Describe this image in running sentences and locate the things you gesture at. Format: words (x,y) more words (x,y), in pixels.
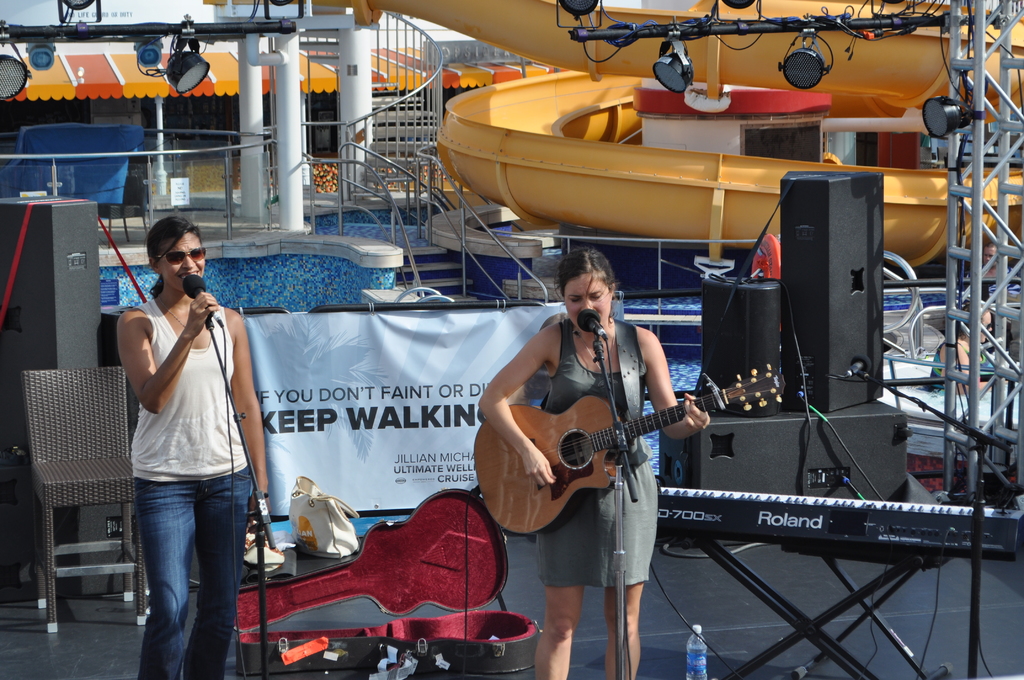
In this picture there is a woman (560,375) playing a guitar (593,458) and singing. There is also other woman (204,373) who is holding a mic (197,293) in her hand (201,326). There is a bag (331,519), chair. guitar box (268,637), bottle (694,646) on the stage (741,592). There is a piano (830,500) and other objects (843,392). There is a light (185,87), staircase (381,195) at the background (189,68).
